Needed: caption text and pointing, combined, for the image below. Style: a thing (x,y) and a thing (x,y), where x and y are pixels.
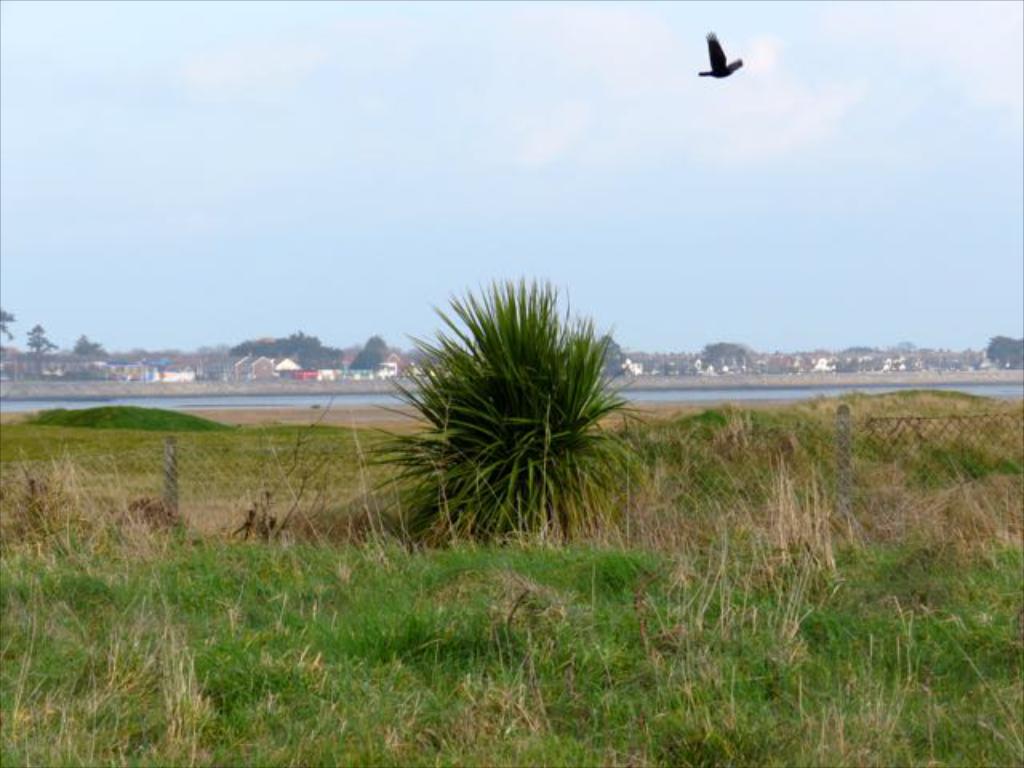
Land (448,642) is covered with grass (448,662). Far there are houses (261,367) and trees (911,352). Here we can see a mesh (226,480) and plants (501,401). Bird (722,71) is flying in air (705,87).
